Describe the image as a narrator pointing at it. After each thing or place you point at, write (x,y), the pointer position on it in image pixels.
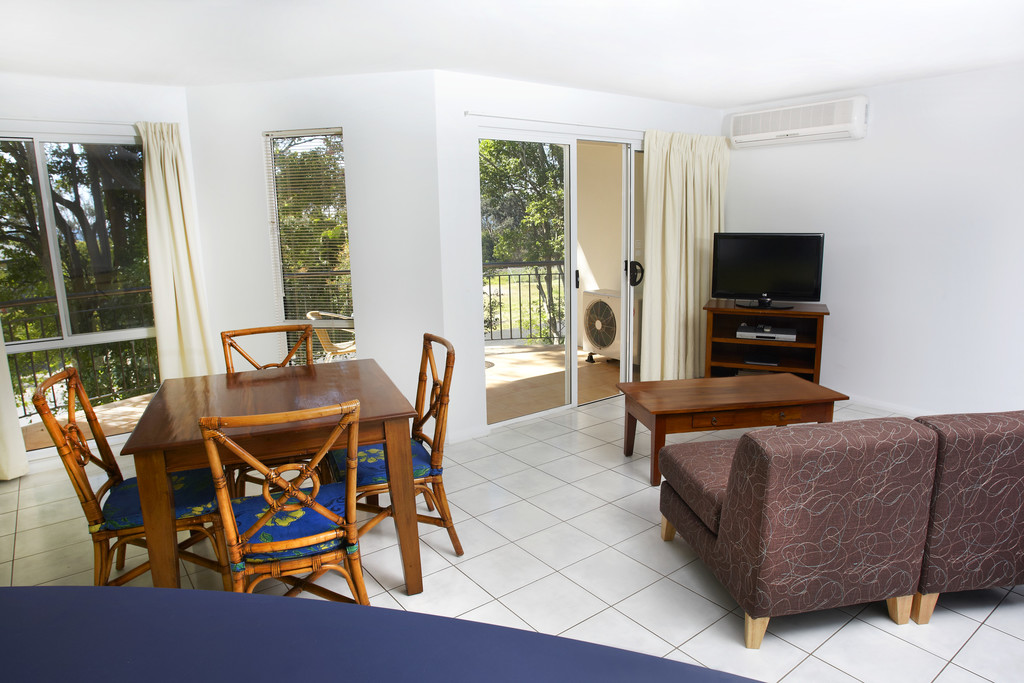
This picture was taken in the living room (488,441). This is the dining table (260,396) with the chairs (438,388). I can see the couch (829,478). This looks like a wooden table (727,409). Here is a television (758,289) and an electronic device (753,336) are placed on the wooden rack (745,320). These are the curtains (662,204) hanging to the hanger (54,121). I can see the windows (109,302) with the glass doors (632,307). I can see an air conditioner (826,118), which is attached to the wall (852,142). These are the trees (494,204). This looks like an iron grill (521,302). I can see a door (571,280) with a door handle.
